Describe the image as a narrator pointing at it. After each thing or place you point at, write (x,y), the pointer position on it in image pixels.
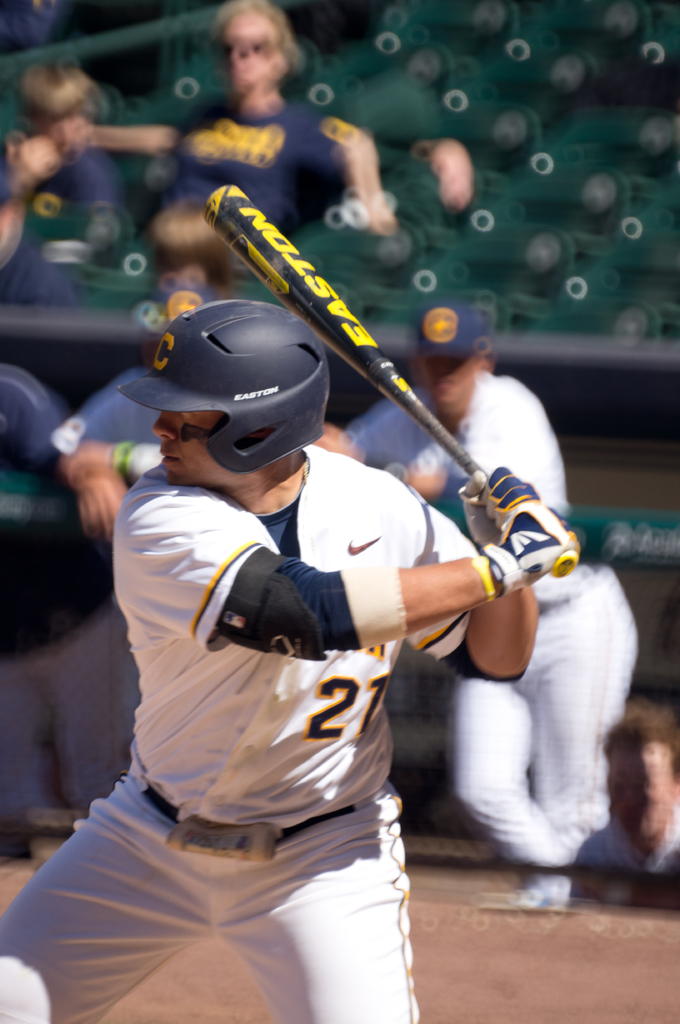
In this picture, we can see a few people (381,589), and among them a person (265,472) with helmet (292,389) and holding an object (352,332) is highlighted, we can see ground (450,964), blurred background (549,854).
